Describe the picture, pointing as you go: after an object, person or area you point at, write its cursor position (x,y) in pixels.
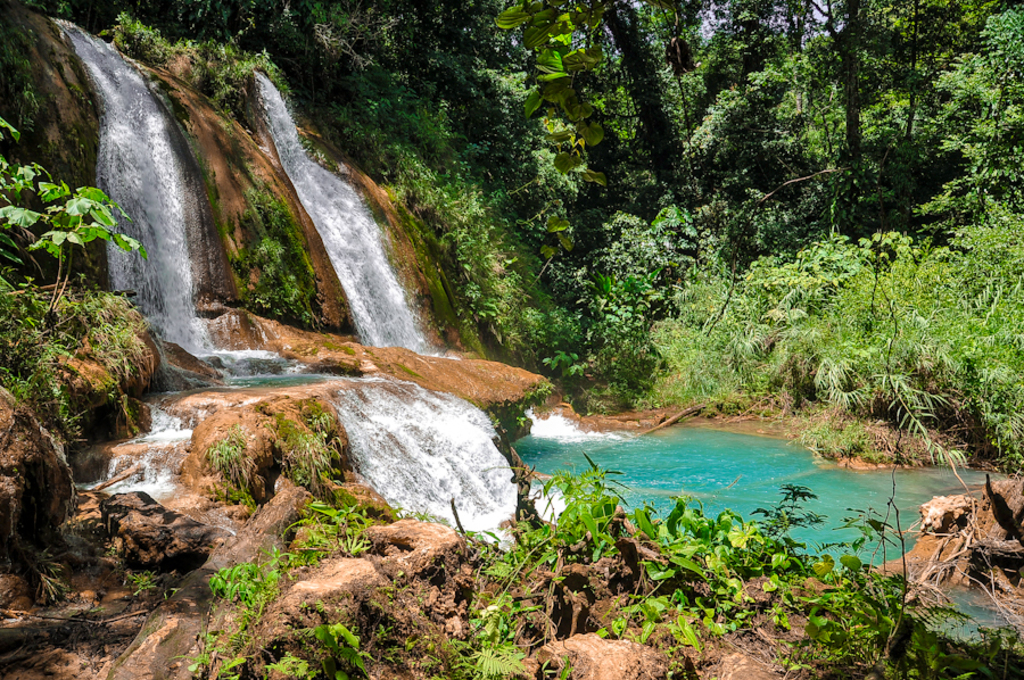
In the image we can see waterfall (373,272), rocks (225,265), grass (808,304) and trees (841,154).
